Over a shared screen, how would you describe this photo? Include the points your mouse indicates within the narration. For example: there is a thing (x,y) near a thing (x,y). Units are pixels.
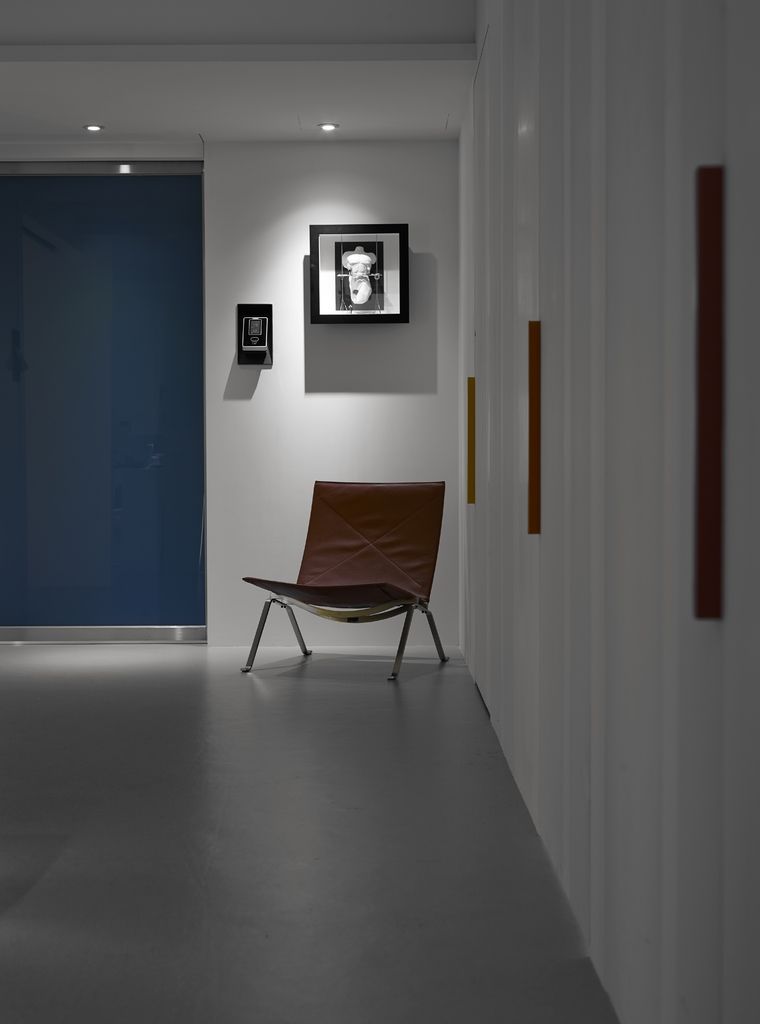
This is an inside view. at the bottom (254,854), I can see the floor (398,871). On the right side (583,536) there is a wall (598,445). In the middle of the image (387,530) there is a chair (346,599) placed on the floor (254,699). At the back of it I can see a frame (346,285) is attached to the wall (260,416). On the left side (85,451) there is a blue color board (111,287). At the top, I can see few lights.
